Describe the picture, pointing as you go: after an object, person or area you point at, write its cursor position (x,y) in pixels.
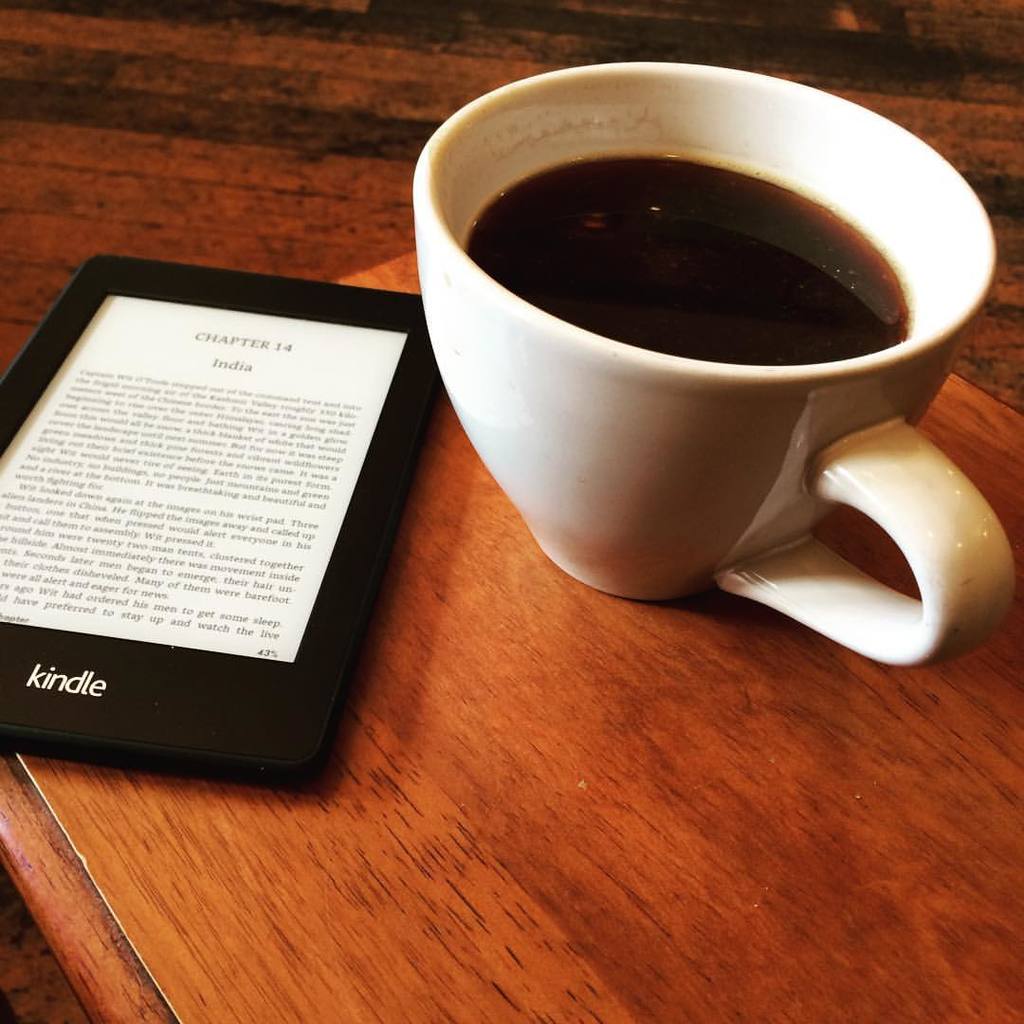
In this image I can see the e-reader (252,560) and cup (683,442) on the brown color table (478,850). The e-reader (96,559) is in white and black color. I can see the cup (605,355) with drink (765,322) and it is also in white color. There is a text (134,465) written on the e-reader (133,527).
